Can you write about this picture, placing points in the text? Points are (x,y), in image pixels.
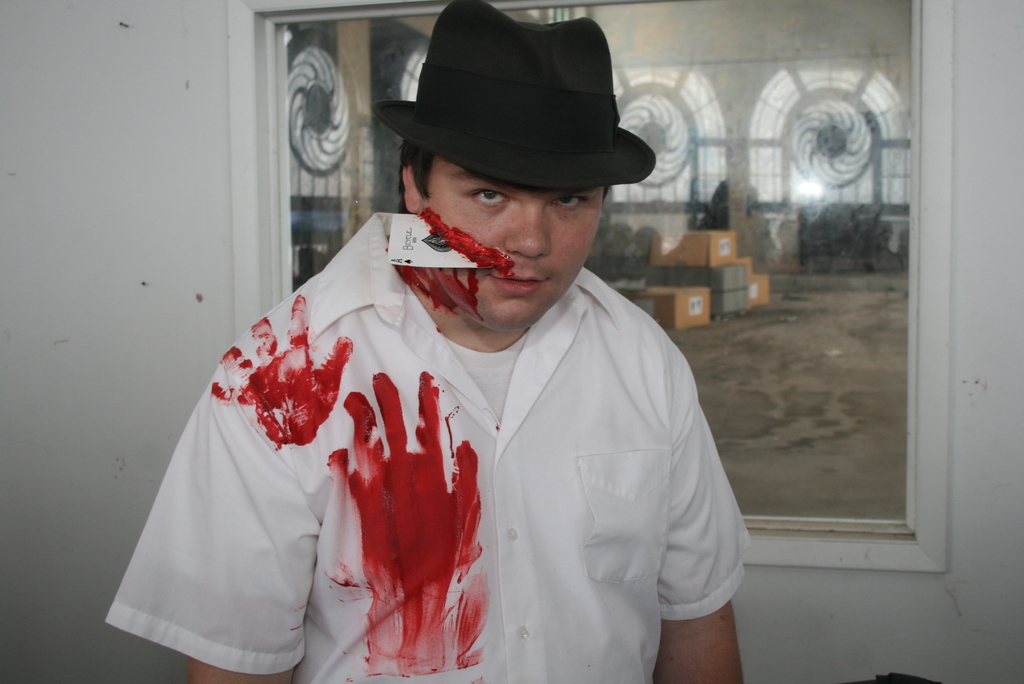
In this image I can see the person (479,411) wearing the white color dress (447,392) and the hat (453,94). I can see some red color stains (386,430) on the shirt (464,446). In the background (239,175) I can see the frame (262,181) to the wall (87,425). In the frame (681,329) I can see the cardboard boxes (714,247) and the windows (324,146).
